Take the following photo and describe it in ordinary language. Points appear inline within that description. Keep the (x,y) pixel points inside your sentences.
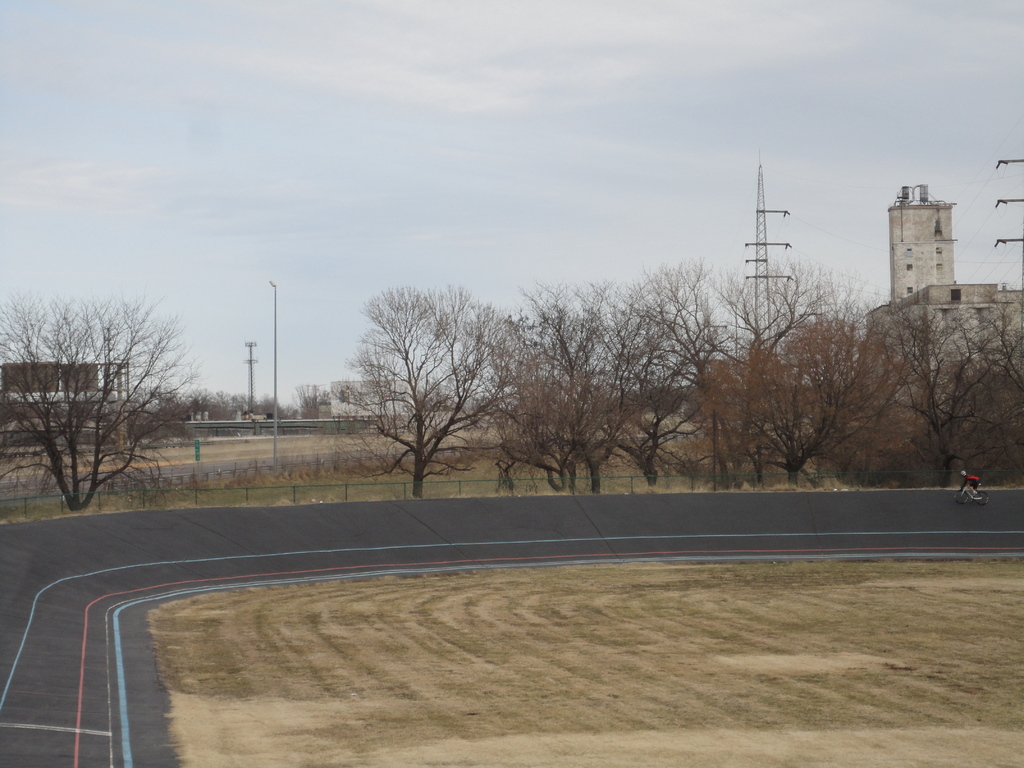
In the image we can see road (246,524), trees (718,450), poles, electric poles (752,251), buildings (944,282), dry grass (431,761) and a cloudy sky (324,197). We can even see a person (971,482) wearing clothes (971,486) and the person (969,491) is riding on the bicycle (980,498).
